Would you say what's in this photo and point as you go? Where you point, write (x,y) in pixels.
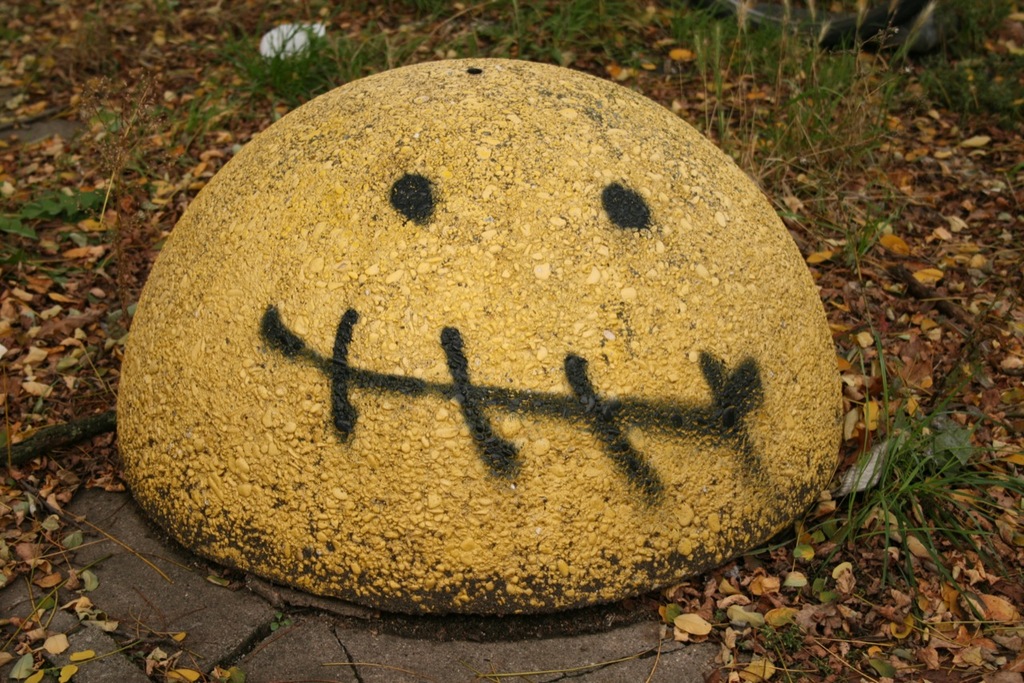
In this image I can see the ground (82,207), few leaves (82,207) on the ground (87,187) and some grass (242,53) which is green in color. I can see a yellow colored object (519,261) and something is painted on it with black color.
